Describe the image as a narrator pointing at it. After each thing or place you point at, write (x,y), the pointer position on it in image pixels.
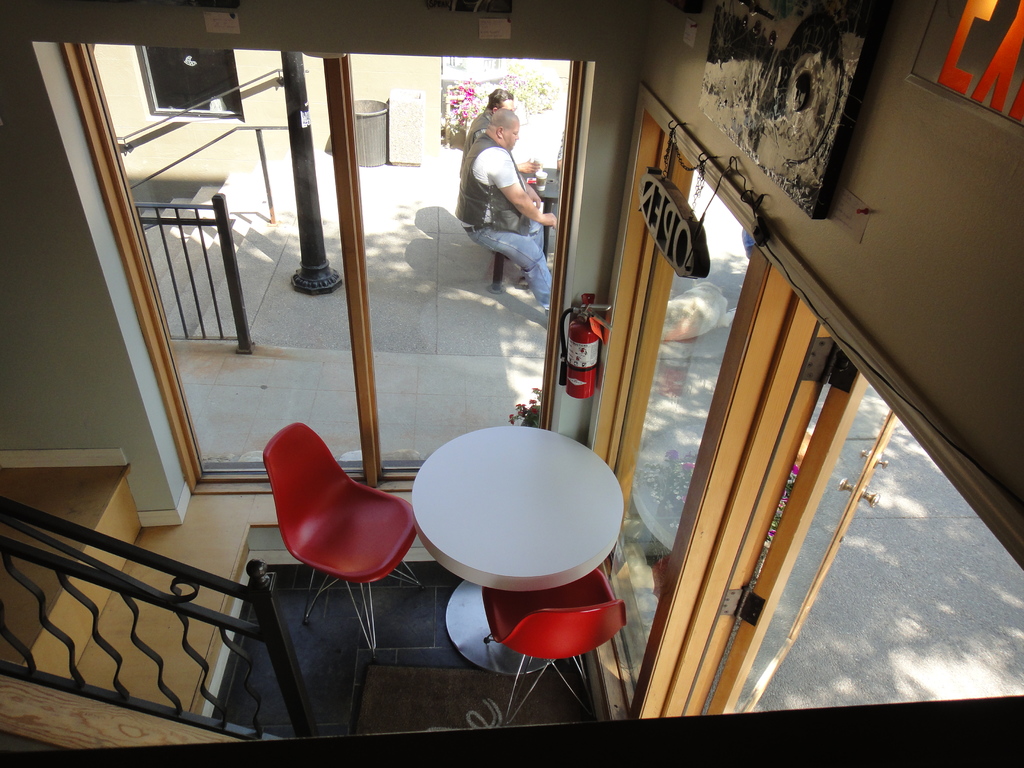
In this Picture we can top view of the house (336,686) in which down we can see the table (478,547) and two red color chair (308,549), and beautiful iron grill railing (144,642) and step (88,522), In front there a two person (495,211) sitting and having cup (537,182) of coffee (537,177) and a paved area (212,386) with flowers (455,118) and dustbin (364,148).
